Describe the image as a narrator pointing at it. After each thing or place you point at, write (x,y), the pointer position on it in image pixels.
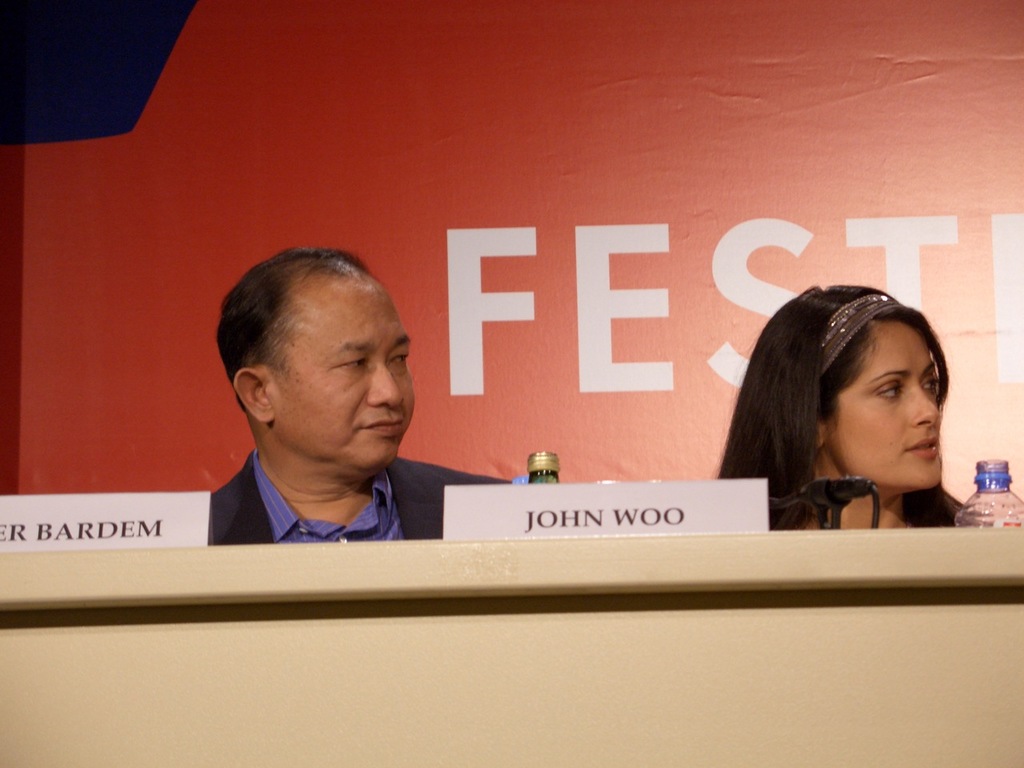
There is a man (316,382) and woman (822,442). In front of them there is a table (256,563). On that there are name boards (569,494), bottles (982,487) and mic (842,497). In the back (495,105) there is a wall (554,152) with something written.
